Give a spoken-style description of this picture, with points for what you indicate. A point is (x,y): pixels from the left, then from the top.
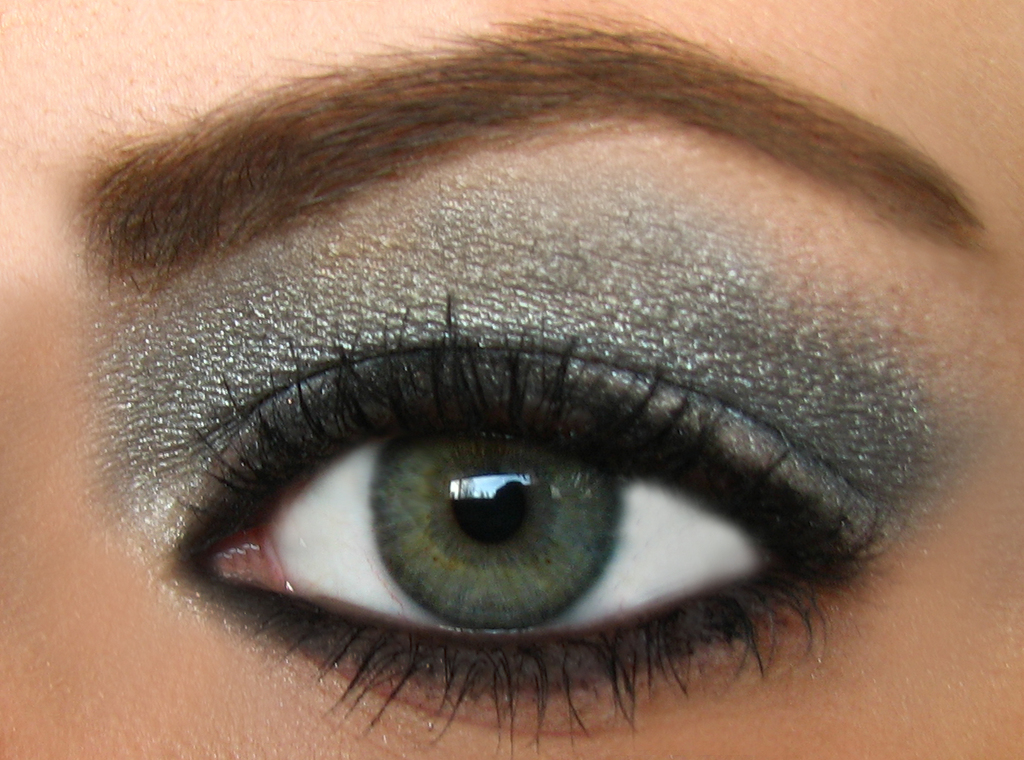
In this image I can see an eye (492,570) of a person (347,516).
